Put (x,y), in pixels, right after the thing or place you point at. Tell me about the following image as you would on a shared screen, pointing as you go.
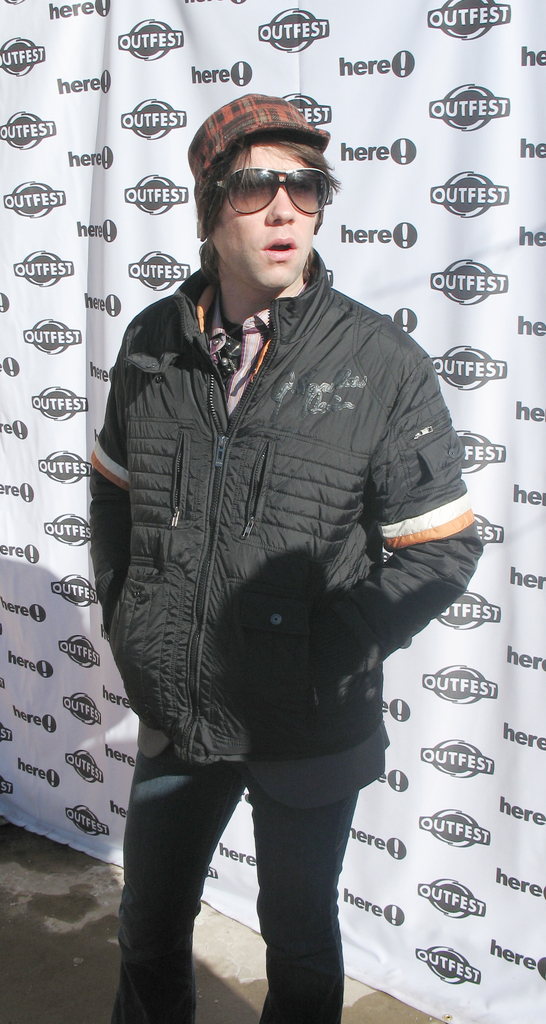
In this image we can see a person (252,614) wearing a jacket (283,559) and a cap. In the background of the image (22,60) there is a white color banner (389,175) with some text (22,60).
